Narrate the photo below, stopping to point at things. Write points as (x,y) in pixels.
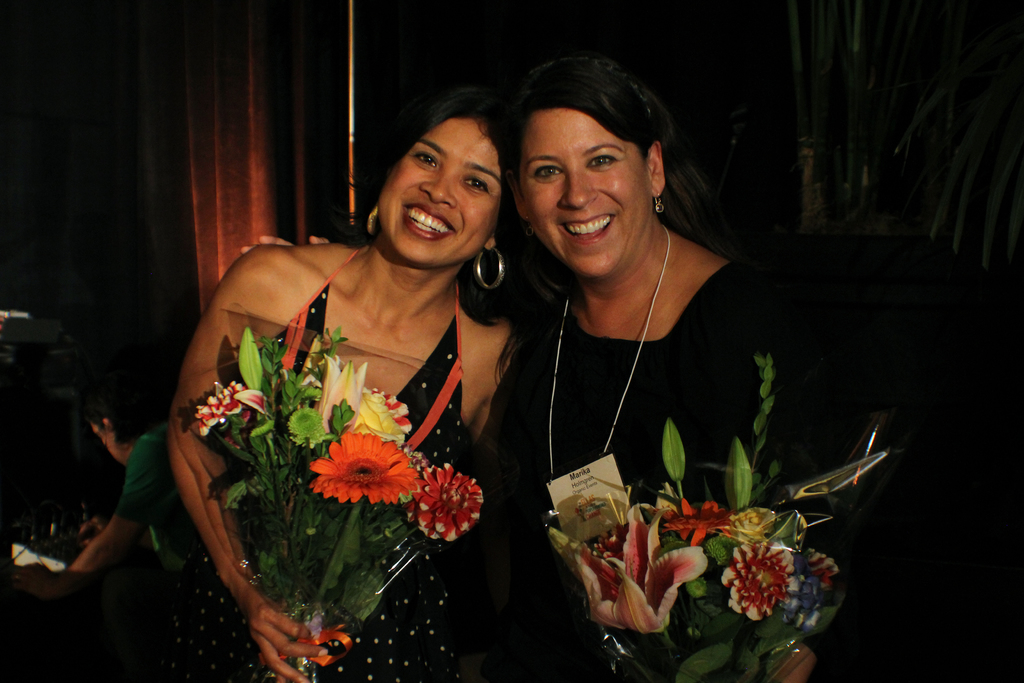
In the center of the image (405,291) we can see two ladies (517,321) are standing and smiling and holding the bouquets (830,480). In the background of the image (119,20) we can see the curtains (132,171). On the left side of the image (91,396) we can see a person (88,557) is sitting and operating an object (57,536).
